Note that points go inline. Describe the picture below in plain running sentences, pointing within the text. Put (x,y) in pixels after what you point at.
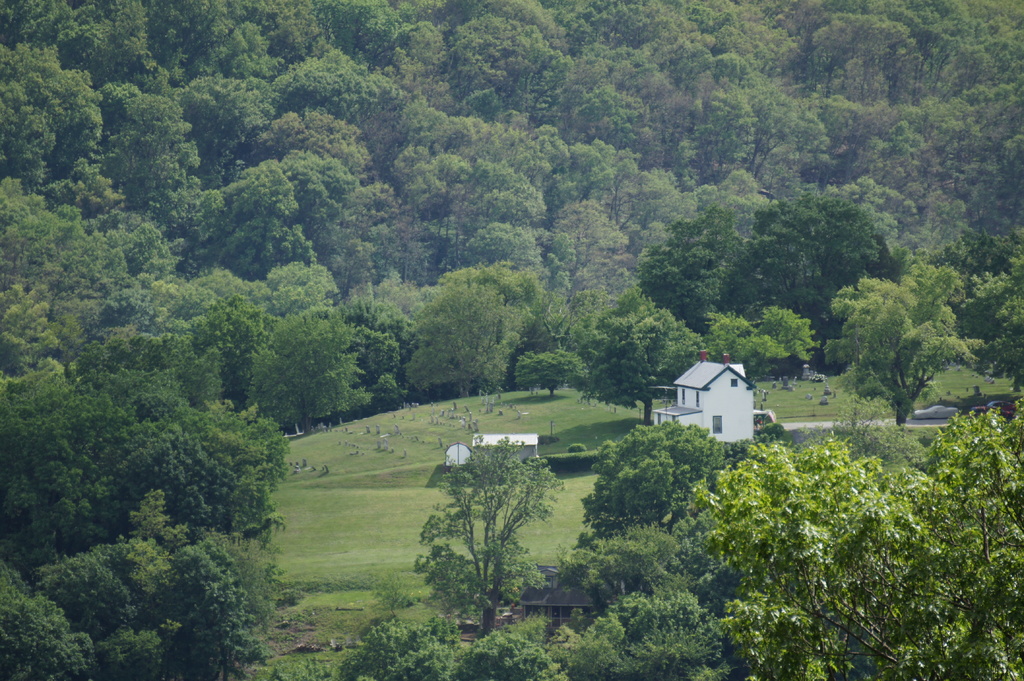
In this picture we can see a building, sheds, vehicles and some objects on the ground (315,551) and in the background (886,136) we can see trees (731,586).
